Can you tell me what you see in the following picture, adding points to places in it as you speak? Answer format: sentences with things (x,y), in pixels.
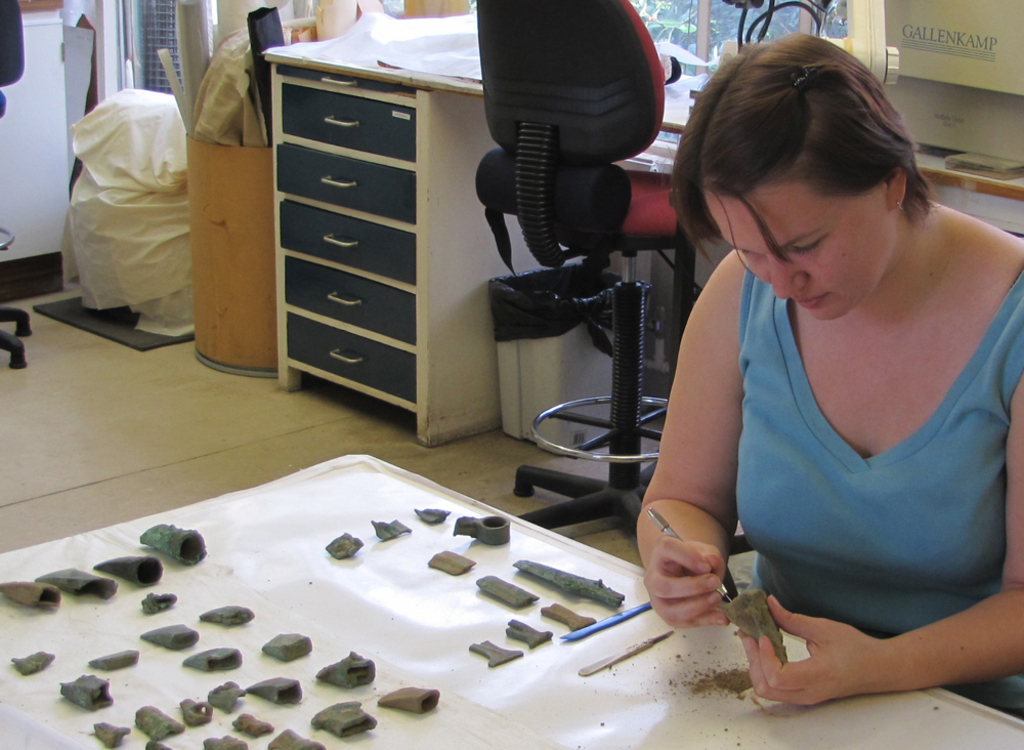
On the right side of the image (848,516) there is a woman (854,523) wearing blue color dress (911,487). In front of her there is a table (529,707). On the table (400,606) I can see some instruments (336,681). In the background (381,120) there is a rack (392,197), table (418,340) chair (642,72) and bag (170,165).
